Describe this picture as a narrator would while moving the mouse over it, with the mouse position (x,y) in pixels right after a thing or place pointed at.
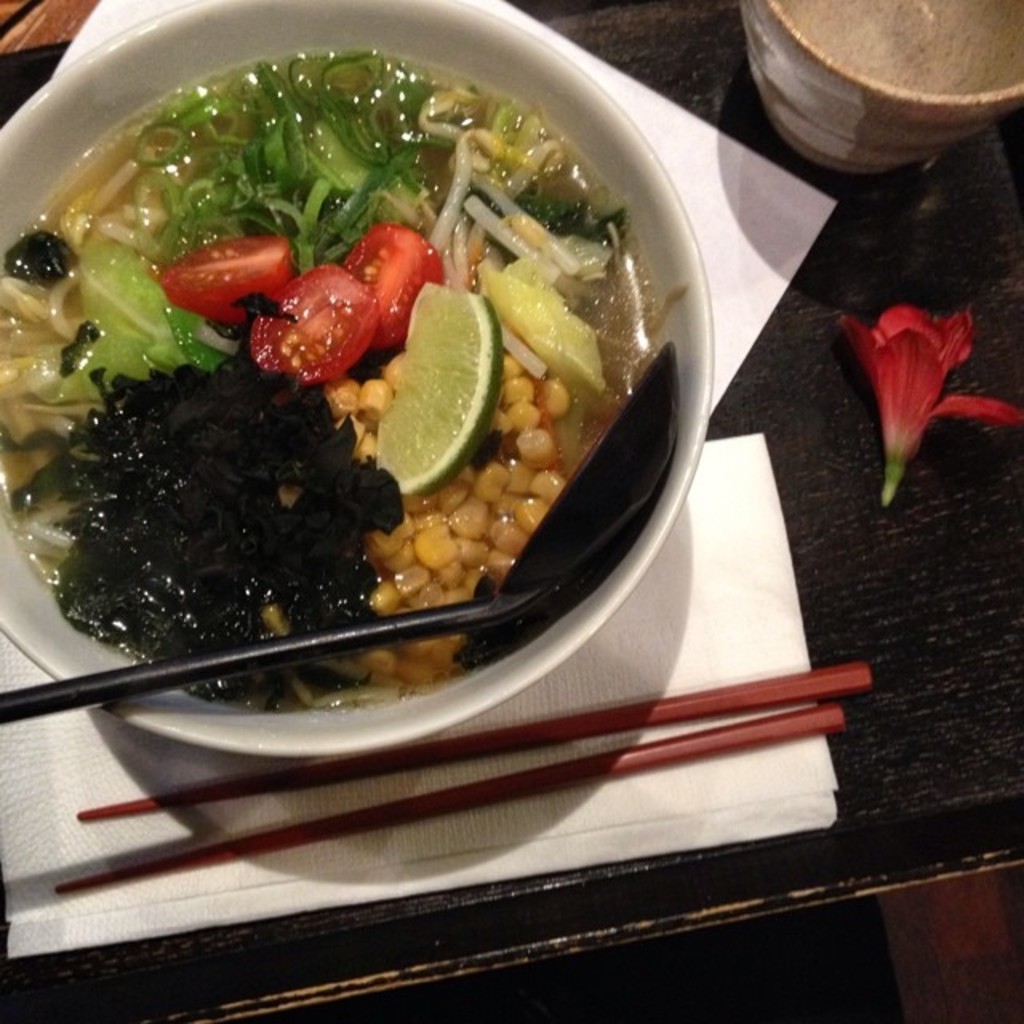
In the image there is a table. On table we can see a bowl (678,319) with some food (475,426), tissue (695,605), chopstick (539,787), flower (925,389), cup (898,125) and a tray (841,341) which is in black color.
